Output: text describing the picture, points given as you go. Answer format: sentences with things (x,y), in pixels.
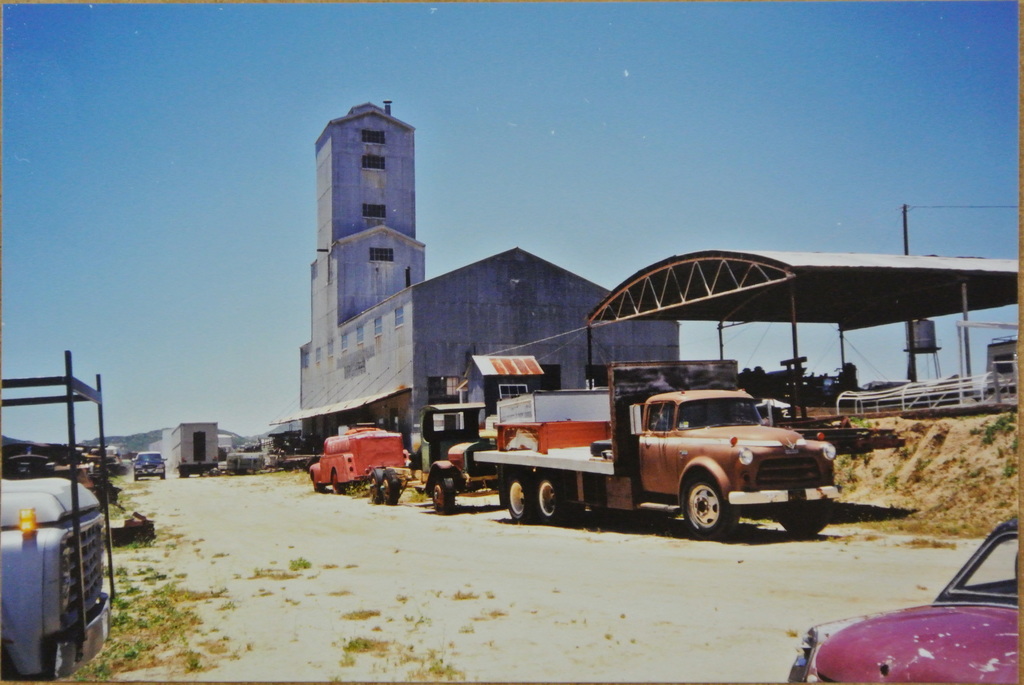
In this image we can see a group of vehicles (625,485). Behind the vehicles (522,406) we can see a shed (618,295), building (508,307) and a pole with wires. At the top (844,220) we can see the sky (265,418).
